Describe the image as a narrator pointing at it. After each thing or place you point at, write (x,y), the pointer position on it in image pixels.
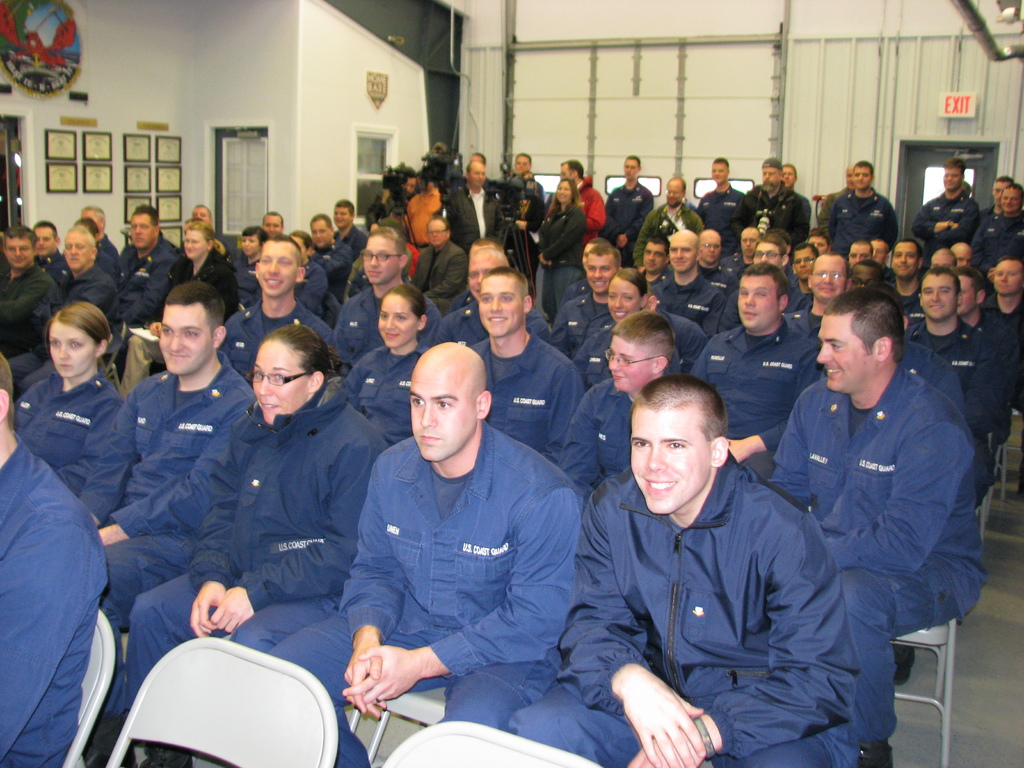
There are a group of people (613,308) sitting on the chairs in a hall (258,108) and most of them are wearing blue costumes (921,415), some of the people (635,184) are standing behind and there is an exit door (905,155) in the background (905,174). On the left side (89,186) there are few frames (139,173) attached to the wall (147,110).
